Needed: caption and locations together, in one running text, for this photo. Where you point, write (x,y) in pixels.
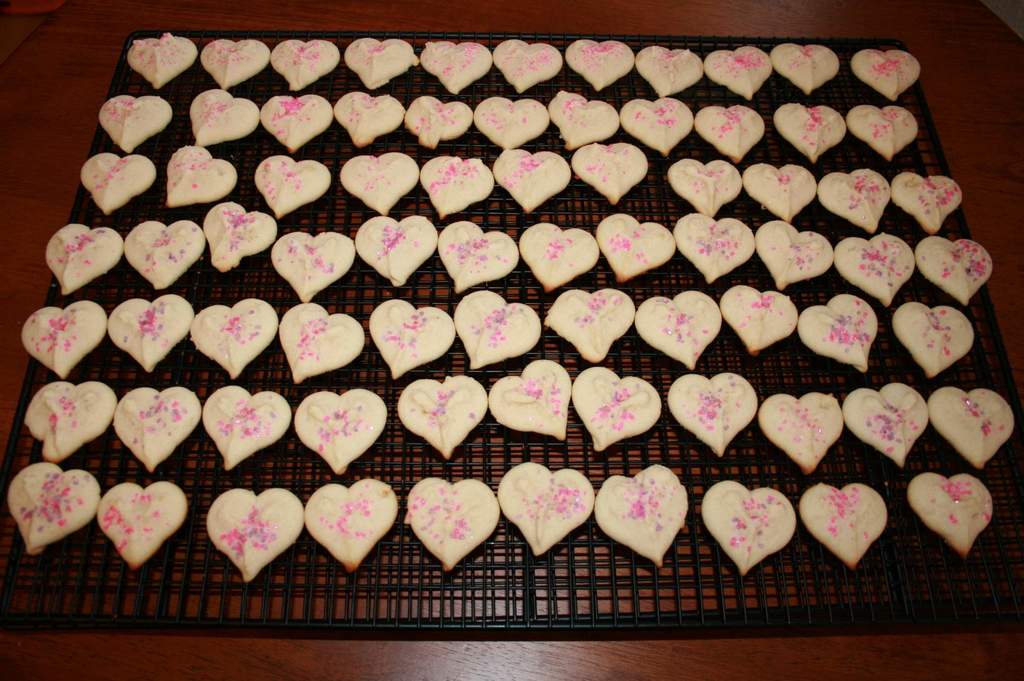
In this image, I can see cookies (368,264) on a grill (219,379) kept on the table (14,329). This picture might be taken in a hall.
